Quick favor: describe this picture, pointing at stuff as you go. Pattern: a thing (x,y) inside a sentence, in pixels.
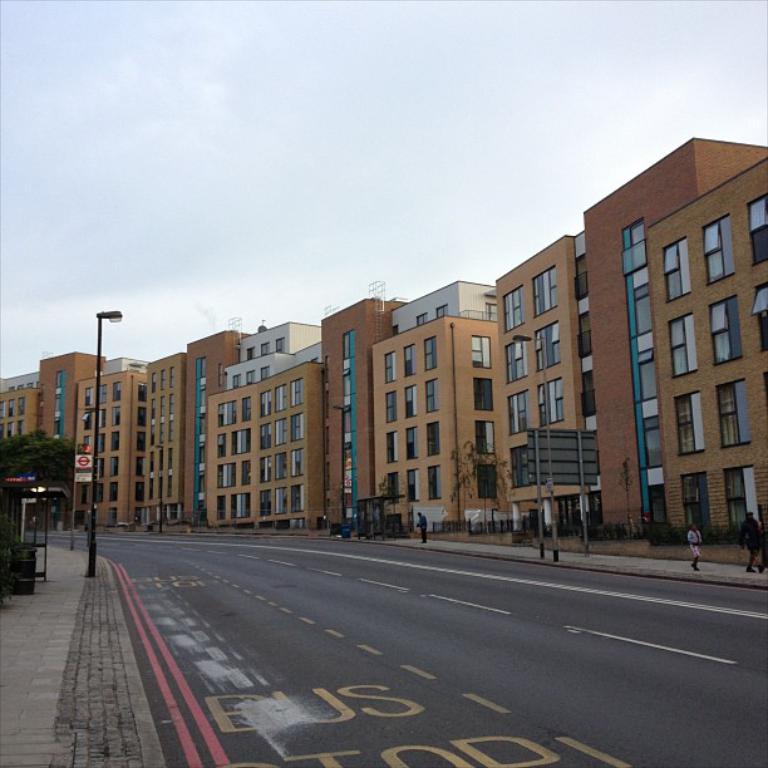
In this image in the center (330,447) there are some buildings (399,414), poles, plants (712,529), and some persons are walking. And on the left side (55,452) there is a pole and street light (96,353) and some boards (79,468) and trees (35,458), at the bottom (304,646) there is road (470,586) and on the right side (572,551) and left side (55,721) there is a pavement (99,587). And at the top (245,160) there is sky (391,184).
